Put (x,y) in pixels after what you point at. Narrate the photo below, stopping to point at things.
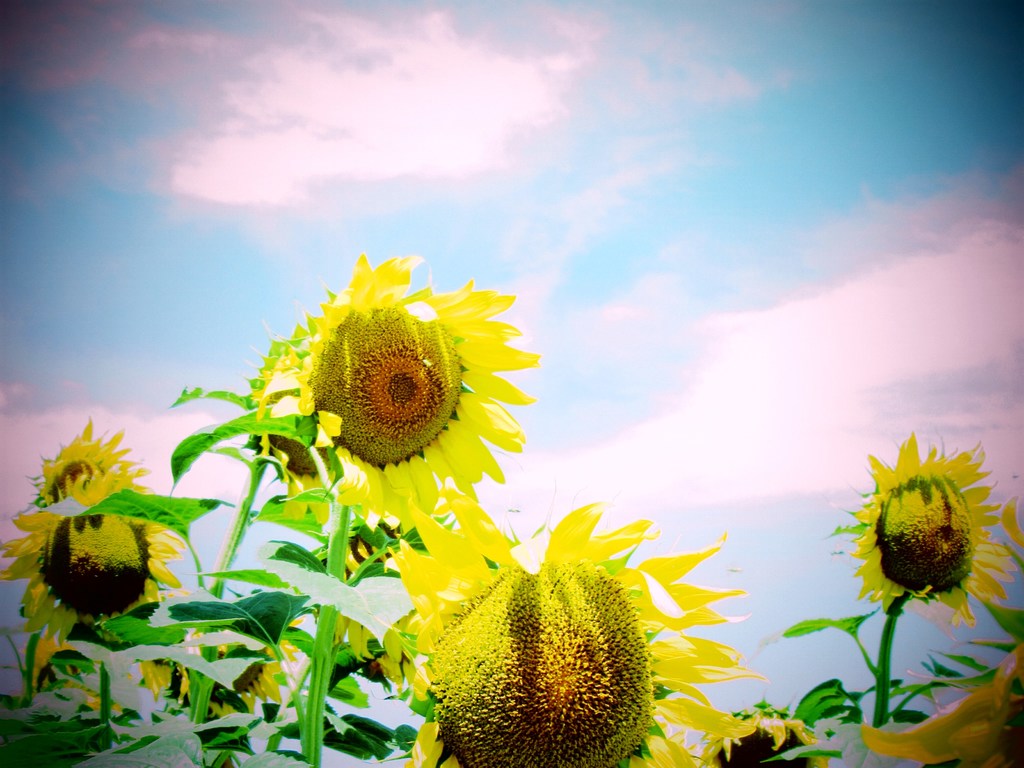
There are plants (592,638) having yellow color sunflowers (417,524) and green color leaves (226,616). In the background (980,635), there are clouds (934,332) in the blue sky (197,291).
